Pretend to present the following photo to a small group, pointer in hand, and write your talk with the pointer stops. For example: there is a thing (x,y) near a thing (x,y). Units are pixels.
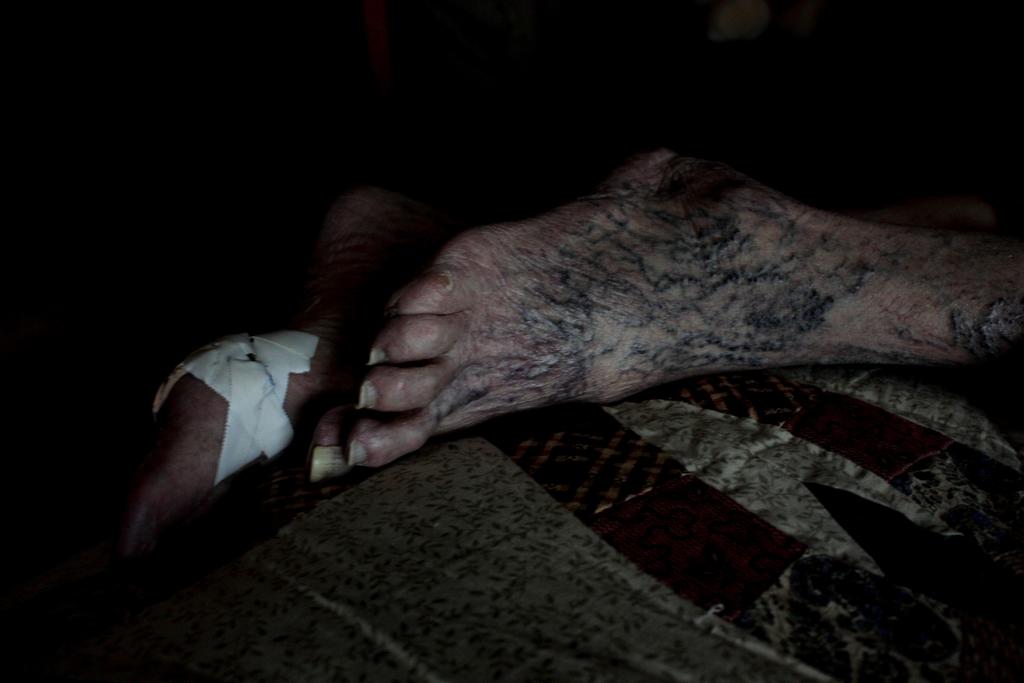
In this image there are legs (453,354) of the person (573,273) which is visible.
